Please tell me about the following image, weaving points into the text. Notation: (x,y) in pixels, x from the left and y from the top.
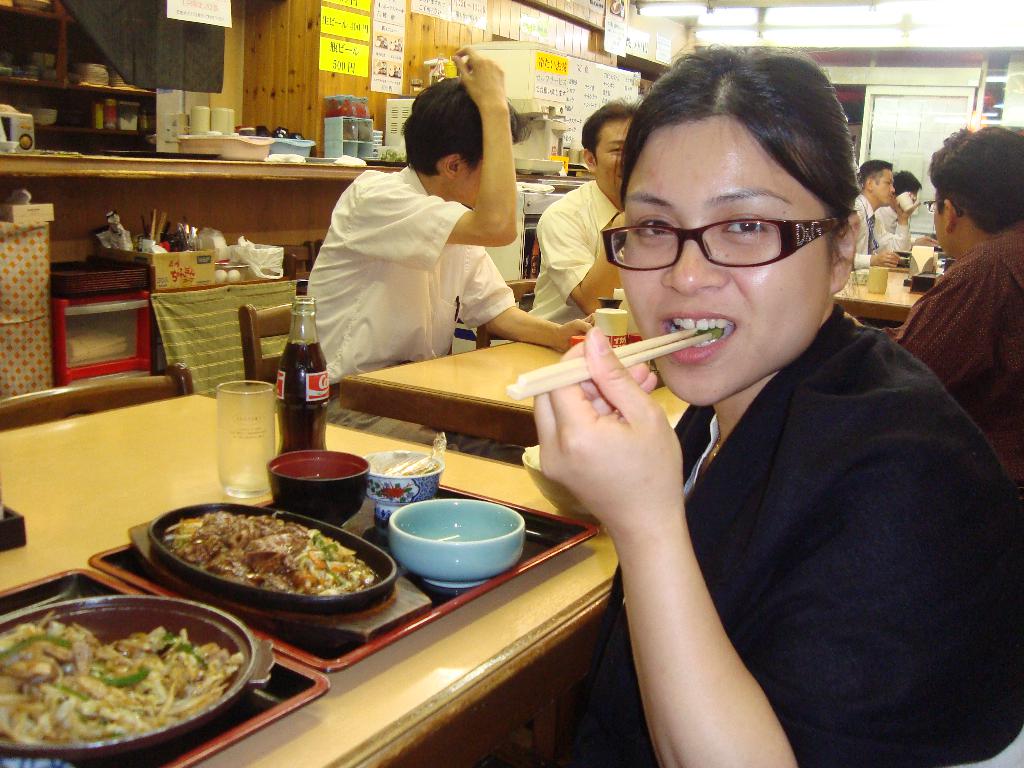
In this image I can see number of tables (483,426) and both side of these tables (501,373) I can see people (622,196) are sitting on chairs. On these tables (364,742) I can see few plates (173,557), few bowls (437,568), few glasses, a bottle (277,388) and different types of food (39,701). In the background (346,109) I can see number of boards (214,8) and many other stuffs (119,35). On these boards (326,32) I can see something is written. I can also see lights (871,18) on the top right side of this image (951,28).
